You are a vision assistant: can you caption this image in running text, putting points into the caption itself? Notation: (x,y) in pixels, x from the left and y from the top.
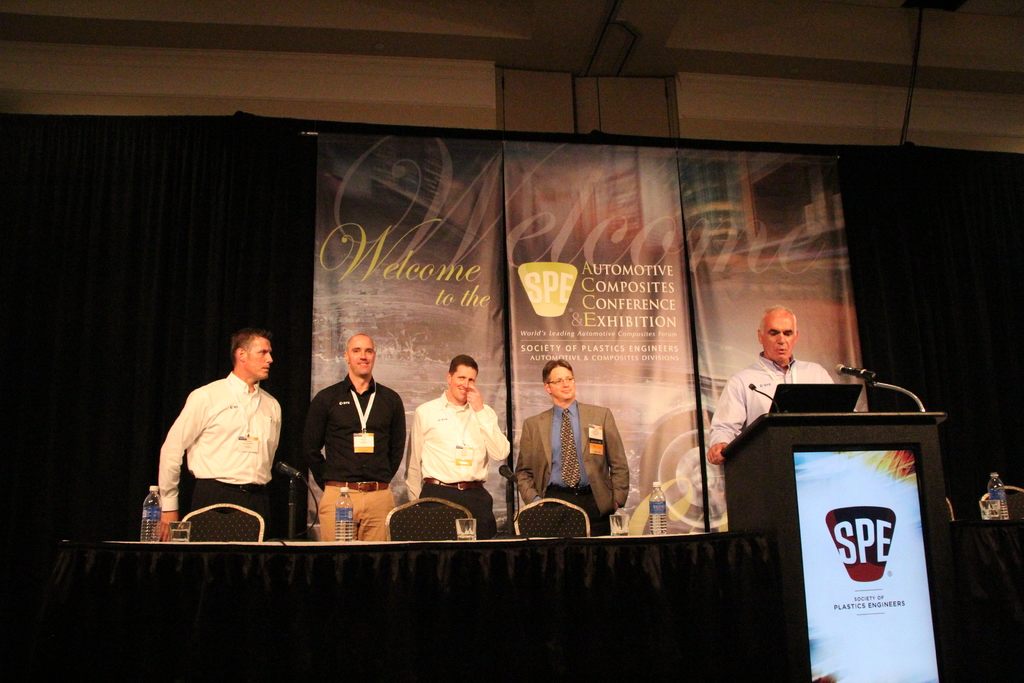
In this image, we can see people (546,461) standing and they are wearing id cards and there are bottles (149,531) and glasses (180,535) on the table (606,559). On the right (753,370), we can see a person (784,376) in front of a podium (825,452) and we can see a mic (881,386) and a laptop (784,397). In the background (337,252), there is a screen (504,256) and we can see a curtain (148,228). At the top (308,37), there is roof (417,34).
